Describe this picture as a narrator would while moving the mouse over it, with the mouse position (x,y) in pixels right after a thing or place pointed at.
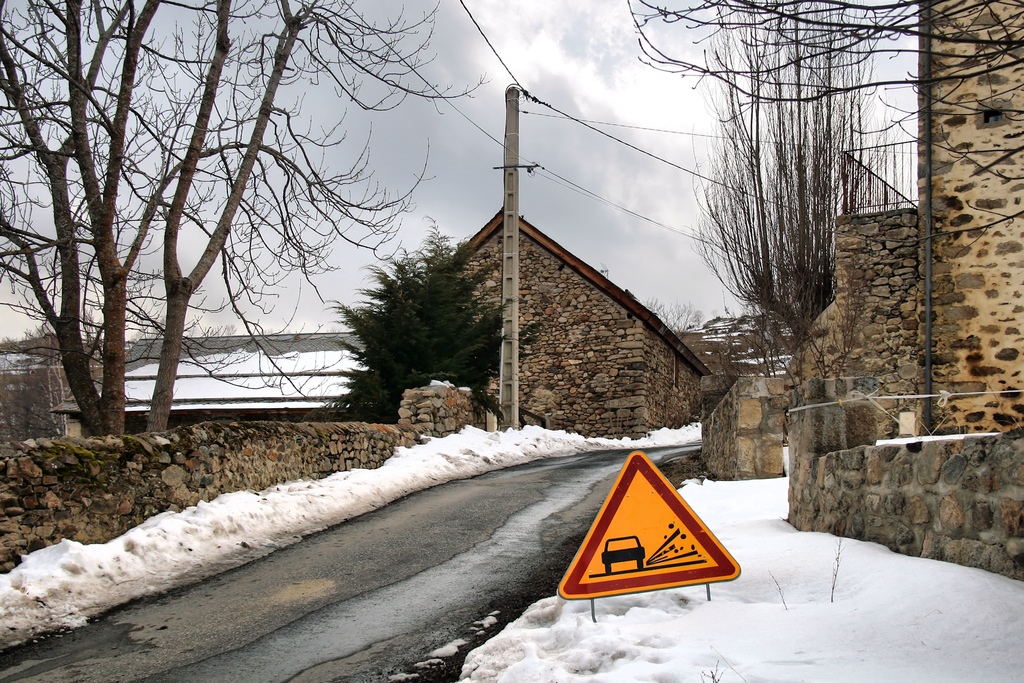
In this picture I can see the roadside (411,514) there are some houses (544,376), trees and snow (129,386).
